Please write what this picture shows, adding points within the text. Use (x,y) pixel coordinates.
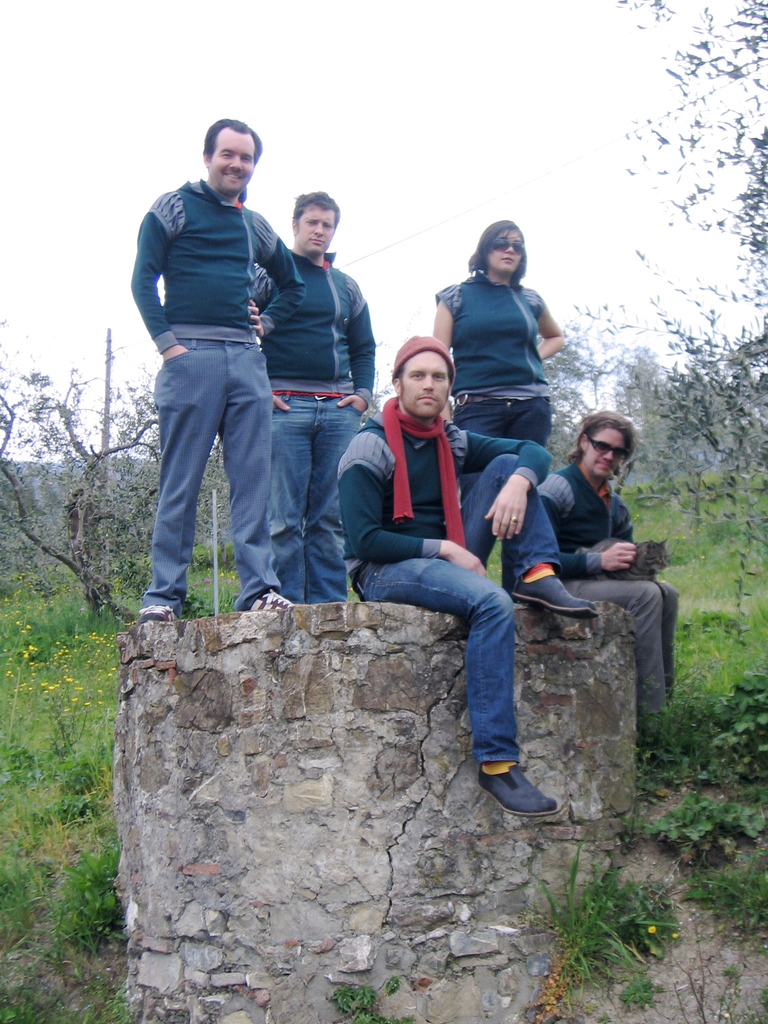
In this image I can see five persons (515,530) where two (544,583) are sitting and three (282,364) are standing. I can also see they all are wearing same colour of dress (282,265). In the background (25,593) I can see grass (92,858), flowers (111,639) and number of trees (3,550).
